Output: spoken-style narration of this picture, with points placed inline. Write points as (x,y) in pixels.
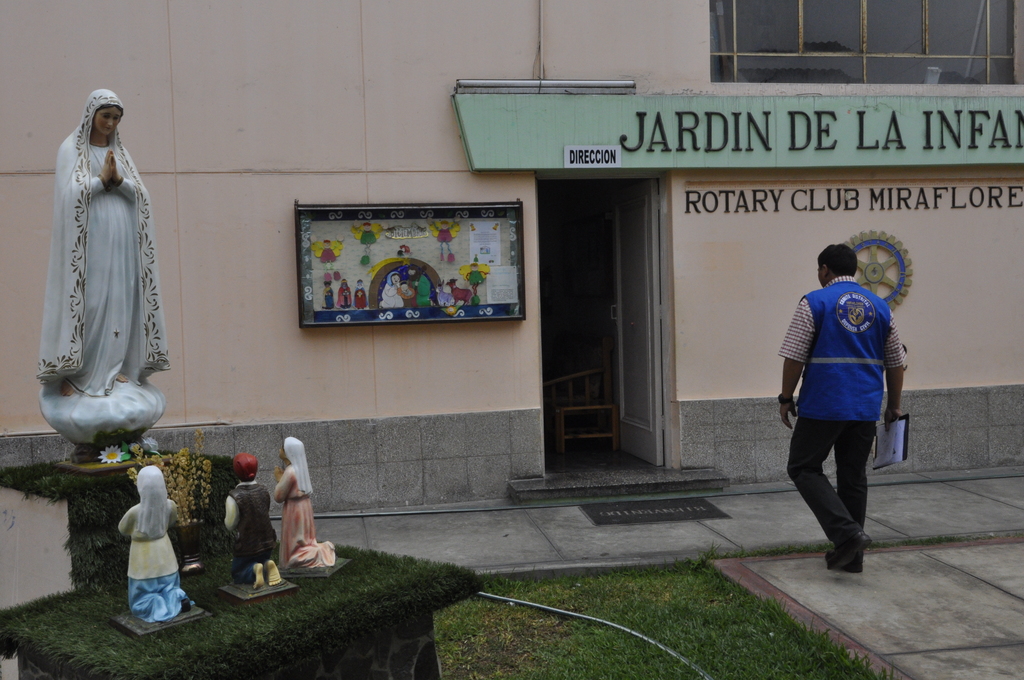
In this image I can see few people statues (148,268) and flowers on the concrete-walls (125,500). I can see the building (709,229), door (622,369) and the board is attached to the wall (455,160). I can see the person (833,285) is walking and holding something.
